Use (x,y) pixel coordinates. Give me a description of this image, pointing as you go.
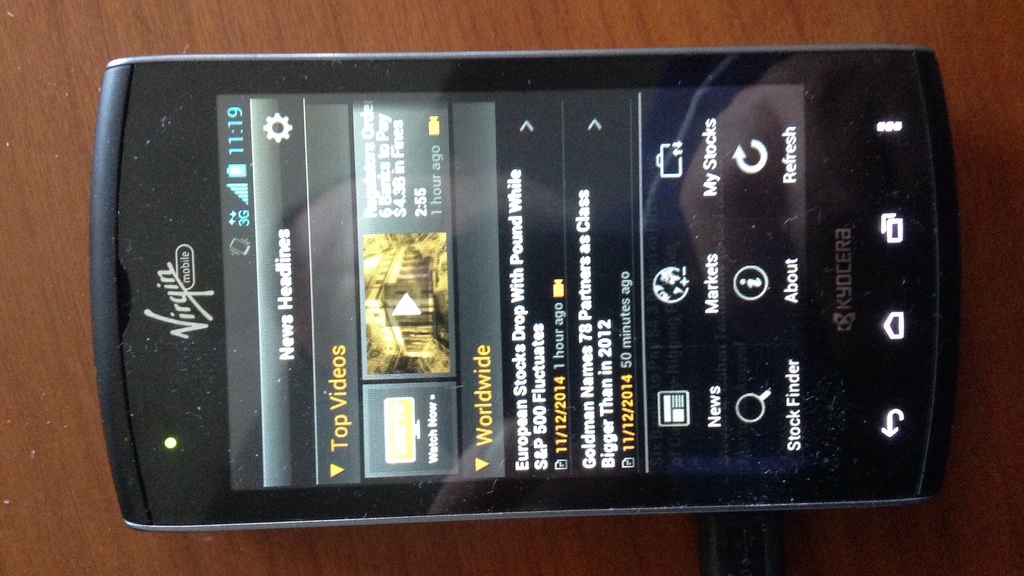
In this image there is a mobile phone (528,268), there is text (584,273) on the mobile phone (521,333), there are numbers (234,122) on the mobile phone (553,364), at the background of the image (96,69) there is a wooden object (120,539) that looks like a table (80,472), there is an object (747,544) towards the bottom of the image (737,544).
